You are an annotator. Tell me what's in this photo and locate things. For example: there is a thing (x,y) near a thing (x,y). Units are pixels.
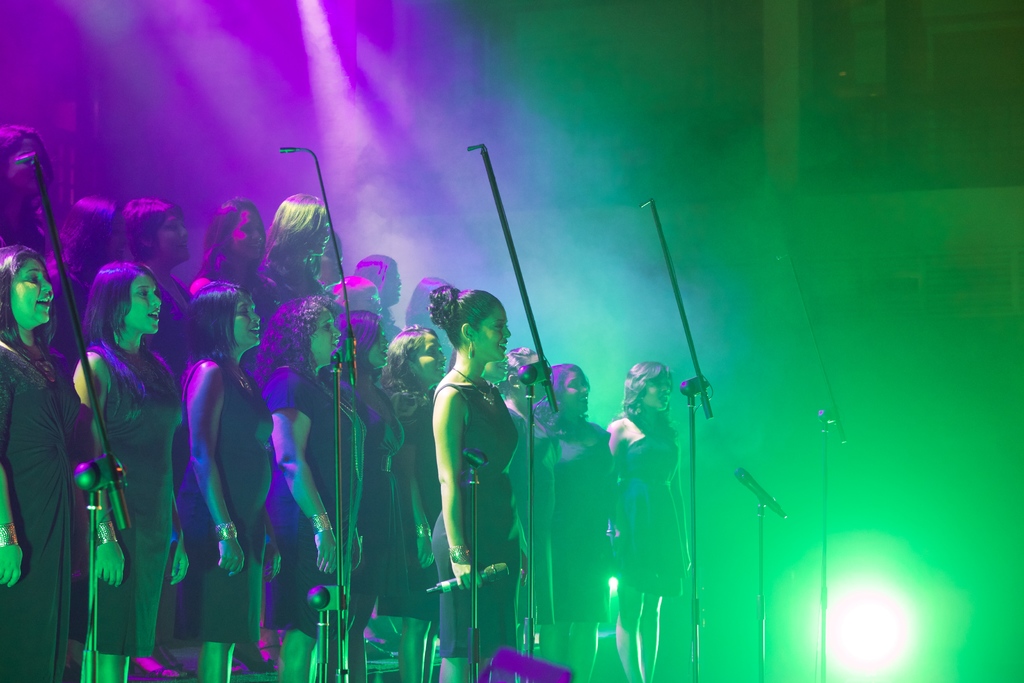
In this picture we can see a group of people (274,374) standing and singing a song and a woman (459,524) is holding a microphone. In front of the people (254,264) there are stands (473,559) and a microphone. Behind the people (236,342) there is smoke (213,131) and some objects (789,92).
